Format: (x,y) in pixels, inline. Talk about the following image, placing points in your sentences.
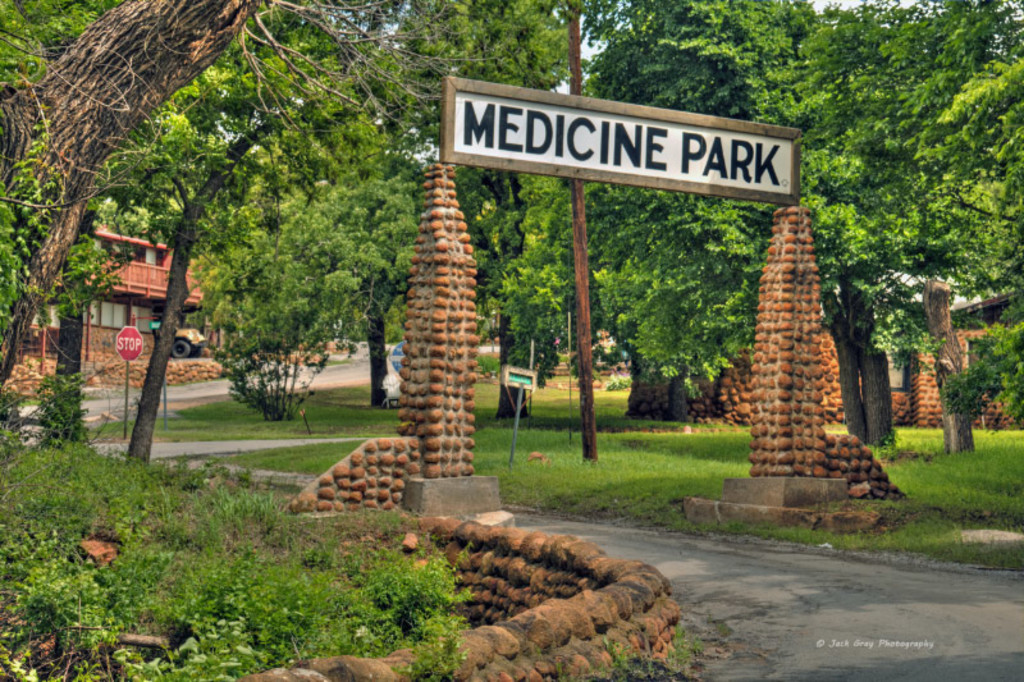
In this image I can see entrance gate (458,162) of park (448,289) and I can see trees (406,95) and sign board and building (123,273) and on the left side (62,622) I can see grass (158,572) and in the middle (353,364) I can see road (711,570).
